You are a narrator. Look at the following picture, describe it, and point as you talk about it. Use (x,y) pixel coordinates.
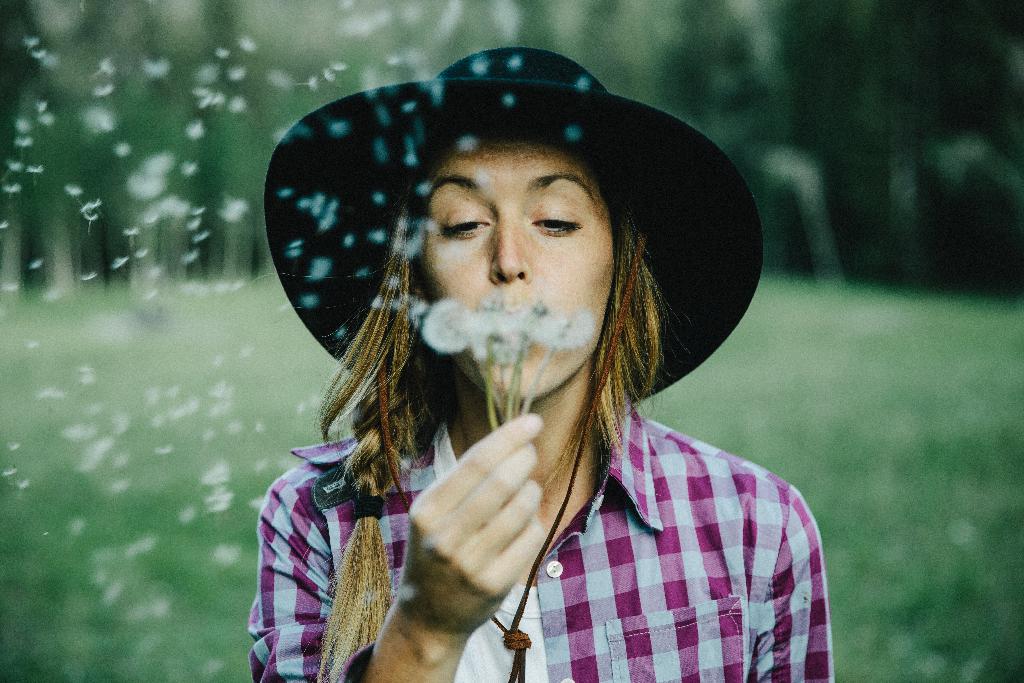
In this image, I can see the woman (636,605) standing and holding the flowers (514,349) in her hand (516,421). She wore a hat (487,138) and a shirt (625,496). I think she is blowing the dandelion flowers (467,335). The background (829,76) looks green in color, which is blur.
